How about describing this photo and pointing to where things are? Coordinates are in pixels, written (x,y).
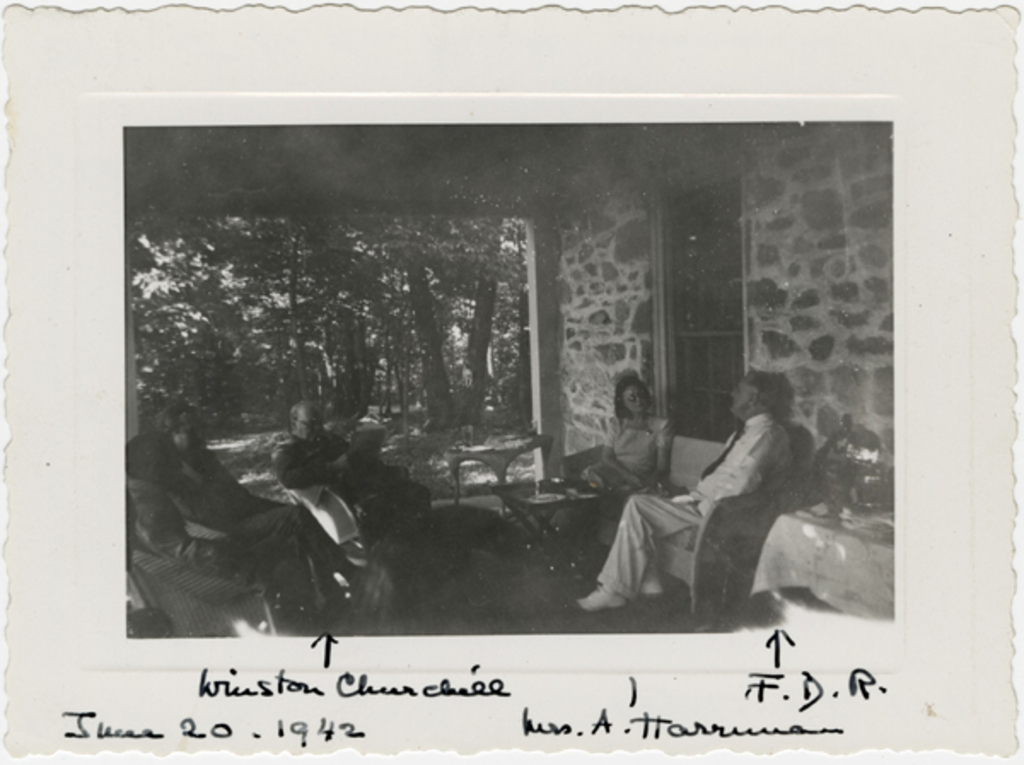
In this image there is a photograph (494,542). In the center (643,469) there are people (635,525) sitting. In the background (358,342) there are trees (296,326). On the right (782,338) there is a wall (772,324) and a door (708,322). We can see a table (805,563). At the bottom (783,733) there is text (228,690) written.
